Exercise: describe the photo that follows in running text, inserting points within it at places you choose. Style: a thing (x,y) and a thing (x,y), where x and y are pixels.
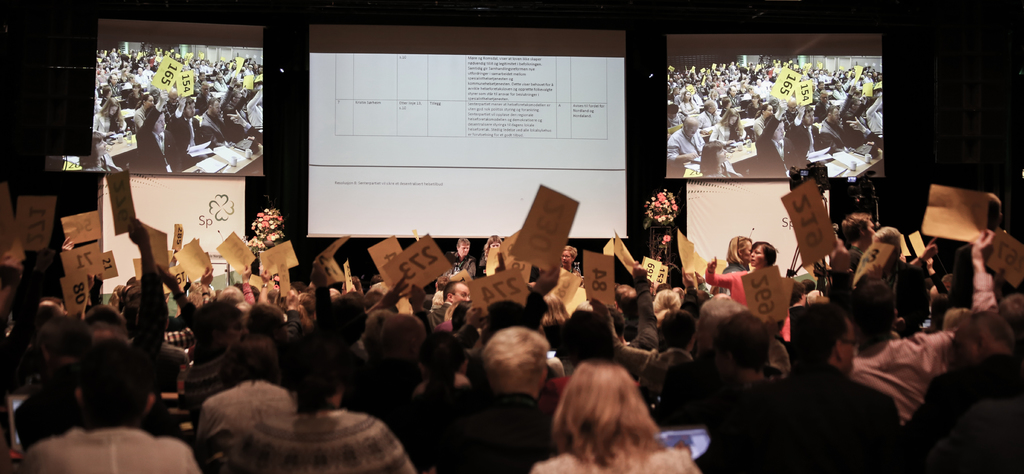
In this image there are group of persons (614,308) and in the background (611,93) there is a screen (353,136) and on the screen (378,127) there is some text (542,133) and there are images (191,130) of the persons (692,112) and in the front (303,284) the persons (359,306) are holding placards (585,297) with some numbers (412,253) written on it and in the background (648,218) in front of the screen (811,143) there are flowers (259,229) and there are cameras (852,190).
